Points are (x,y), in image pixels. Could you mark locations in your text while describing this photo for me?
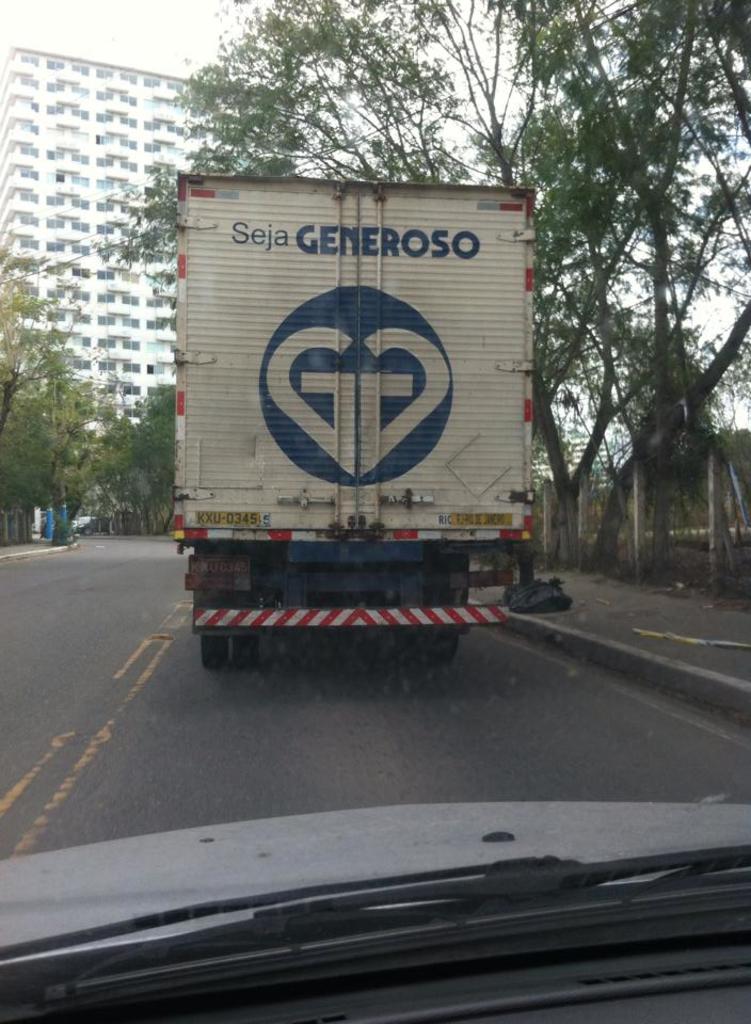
In this image I can see the few vehicles (499,461) on the road (189,634). On both sides of the road (145,724) I can see many trees (538,54). To the right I can see the fence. In the background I can see the building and the sky (446,44).
